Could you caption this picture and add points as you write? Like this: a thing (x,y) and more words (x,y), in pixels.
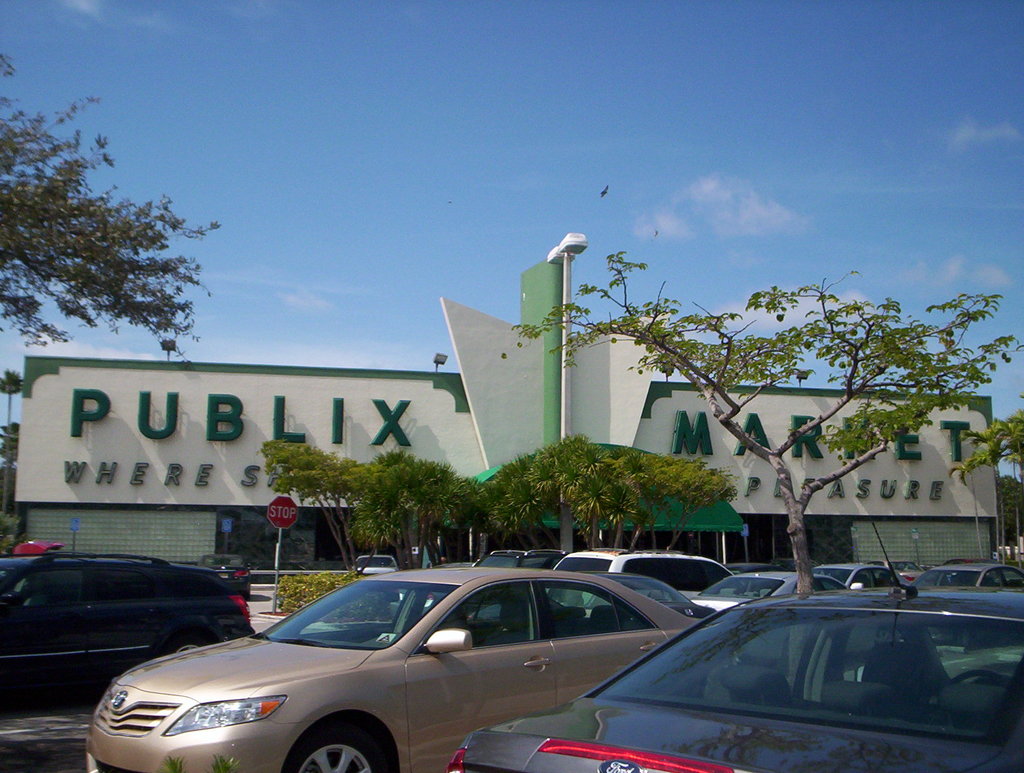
In the foreground of the image (542,746) we can see the cars (609,698). In the middle of the image (533,379) we can see the building (177,448) and a text (384,437) on it and some trees (615,507). On the top of the image (659,156) we can see the sky (604,269).
